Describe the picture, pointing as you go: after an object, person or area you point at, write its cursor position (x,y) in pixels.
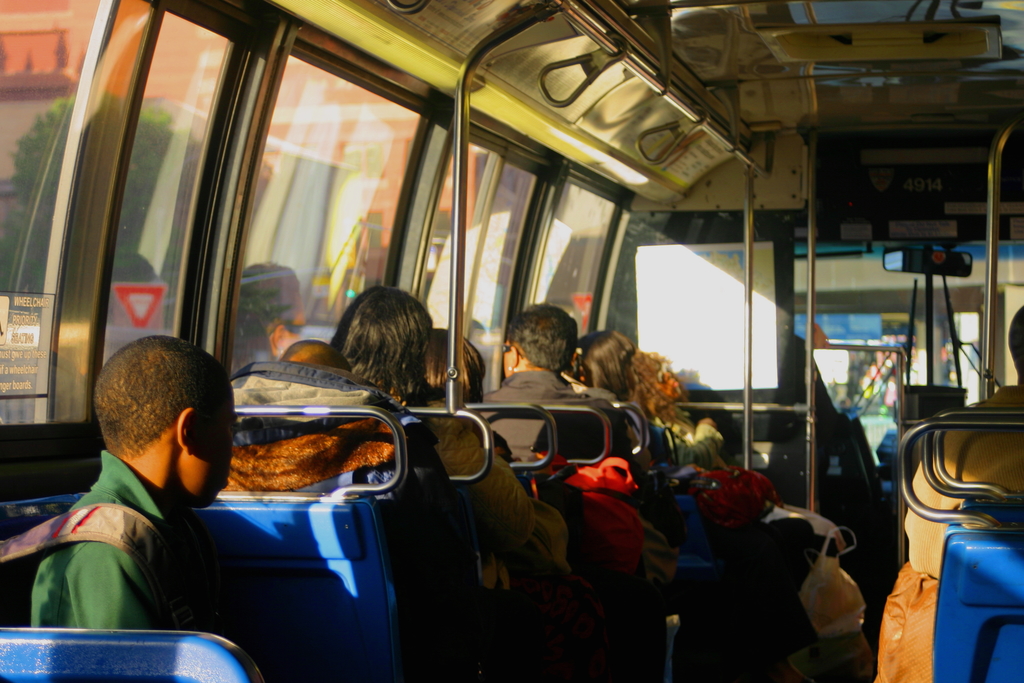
In this image there are people (643,457) sitting in a bus (613,319).
